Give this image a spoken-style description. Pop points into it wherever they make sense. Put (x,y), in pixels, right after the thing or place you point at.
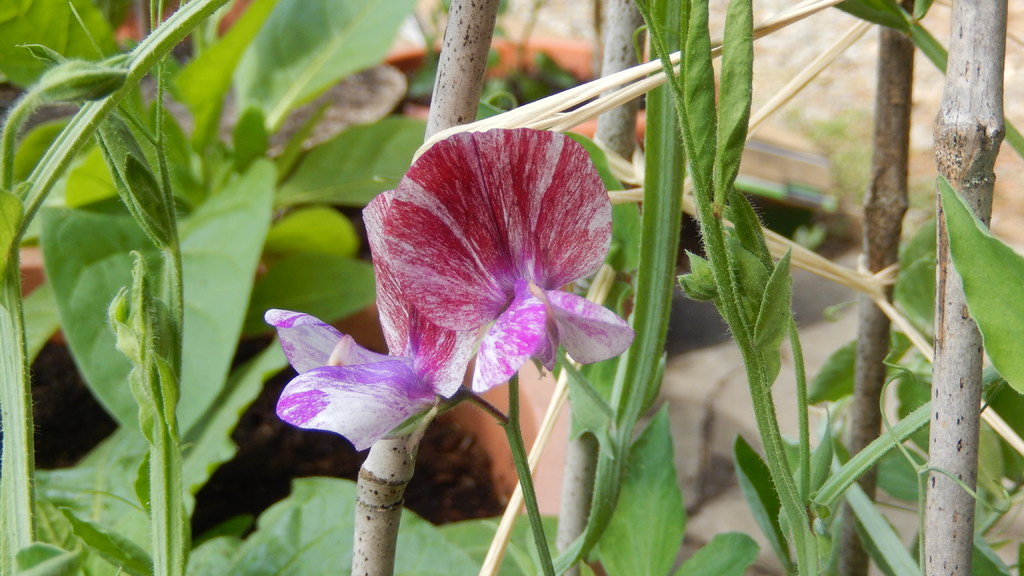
In this picture we can see flowers (462,318) and plants (620,377).
